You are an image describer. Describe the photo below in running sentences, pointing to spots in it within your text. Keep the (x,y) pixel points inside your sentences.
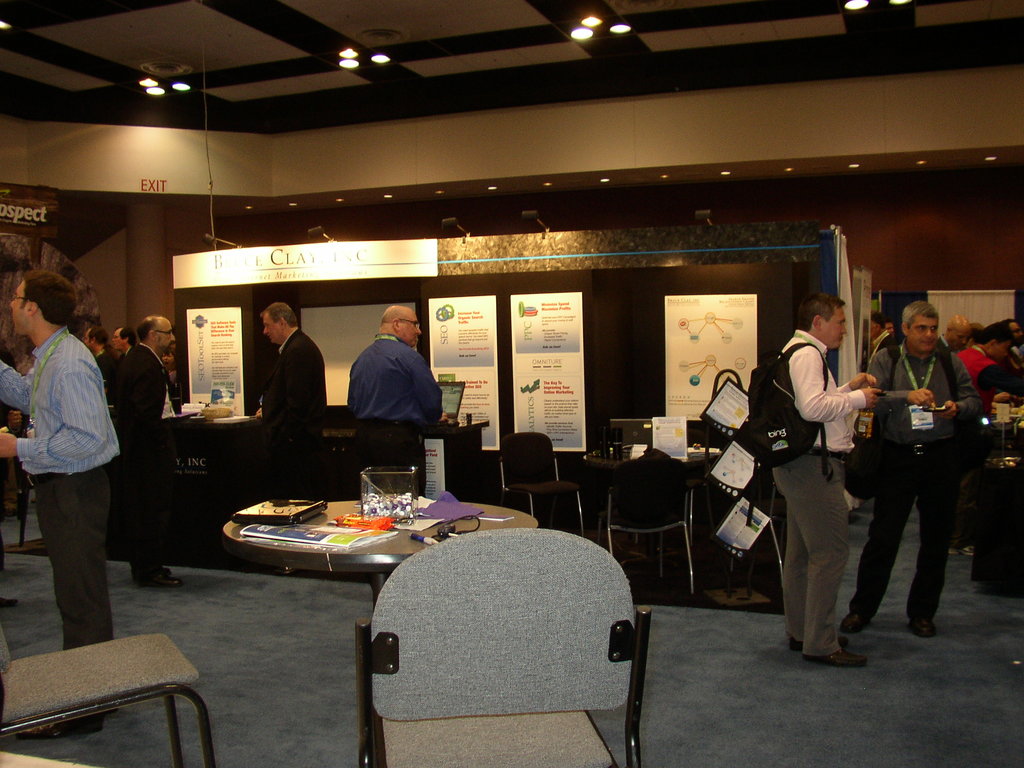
In this image there are group of people (389,344) standing, there are chairs (30,684), table (377,584) on table (403,547) there are papers (274,529), box (373,509), and in the back ground (698,345) there is a name board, board (549,401), papers (549,401), lights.
